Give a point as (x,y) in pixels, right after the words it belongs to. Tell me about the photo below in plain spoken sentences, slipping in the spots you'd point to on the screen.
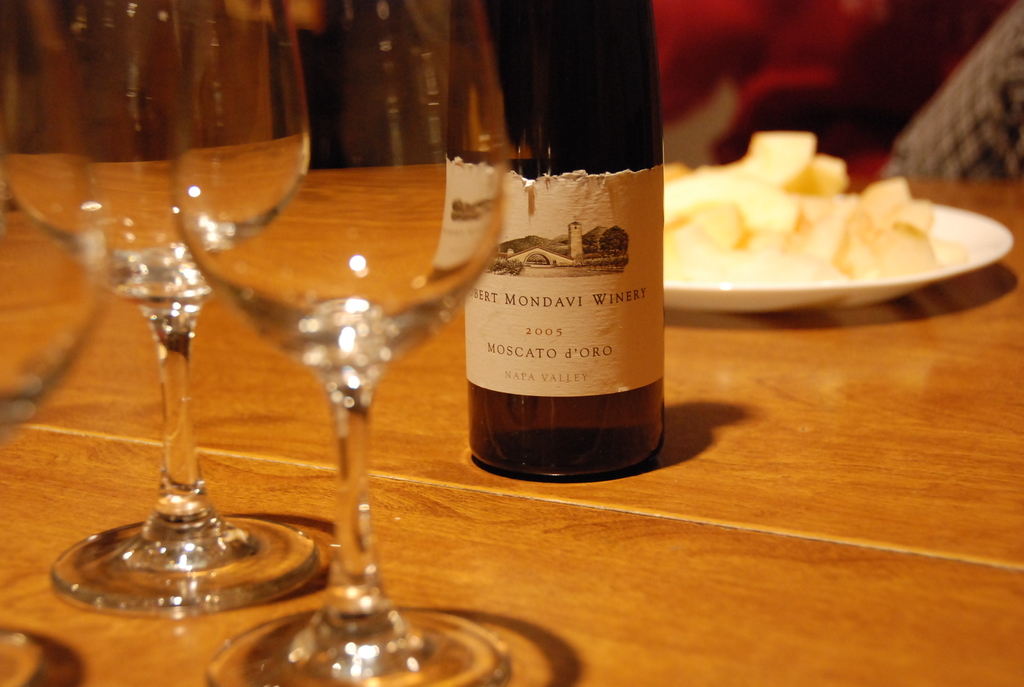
In this Image I see few glasses (383,204), a bottle (497,295) and a plate of food (782,172) which are placed on a table (950,537).
